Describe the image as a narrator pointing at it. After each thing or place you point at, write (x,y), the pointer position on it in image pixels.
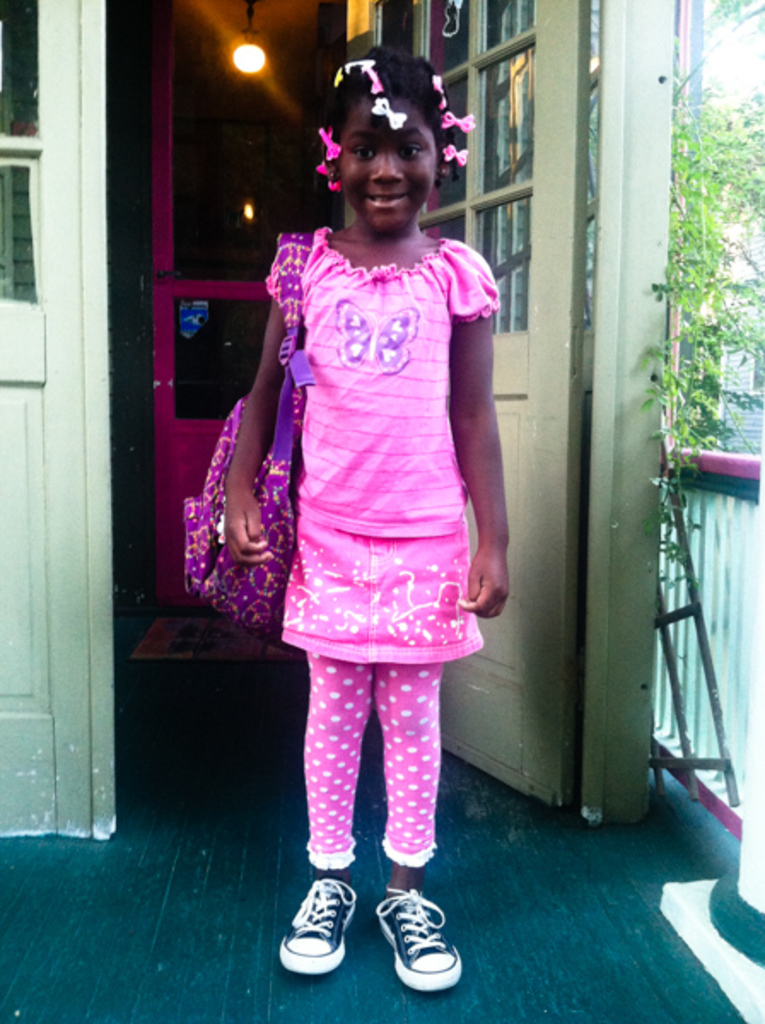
In this image we can see a girl (397,869) standing on the floor (234,972) and wearing a backpack (269,482). In the background (494,135) we can see creepers (716,434), pillars (655,178), doors (24,167) and an electric light (242,58).
